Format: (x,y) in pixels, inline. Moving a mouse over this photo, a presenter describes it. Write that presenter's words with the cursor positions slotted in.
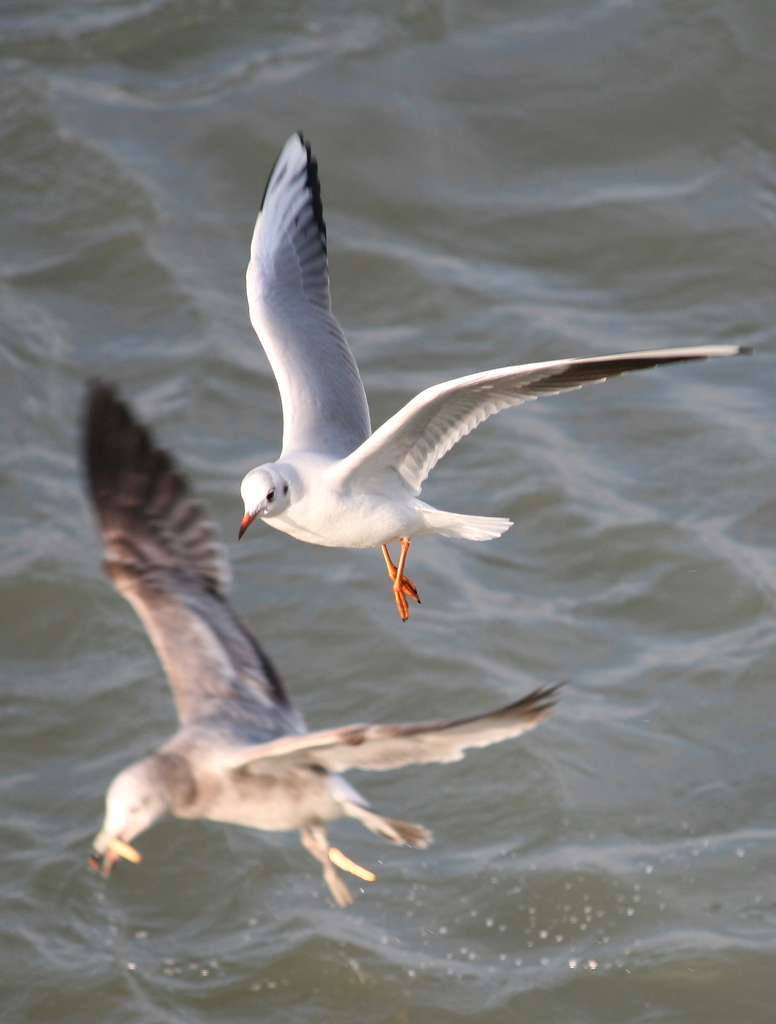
In this picture we can see couple of birds (290,529) in the air, and also we can see water (616,604).
